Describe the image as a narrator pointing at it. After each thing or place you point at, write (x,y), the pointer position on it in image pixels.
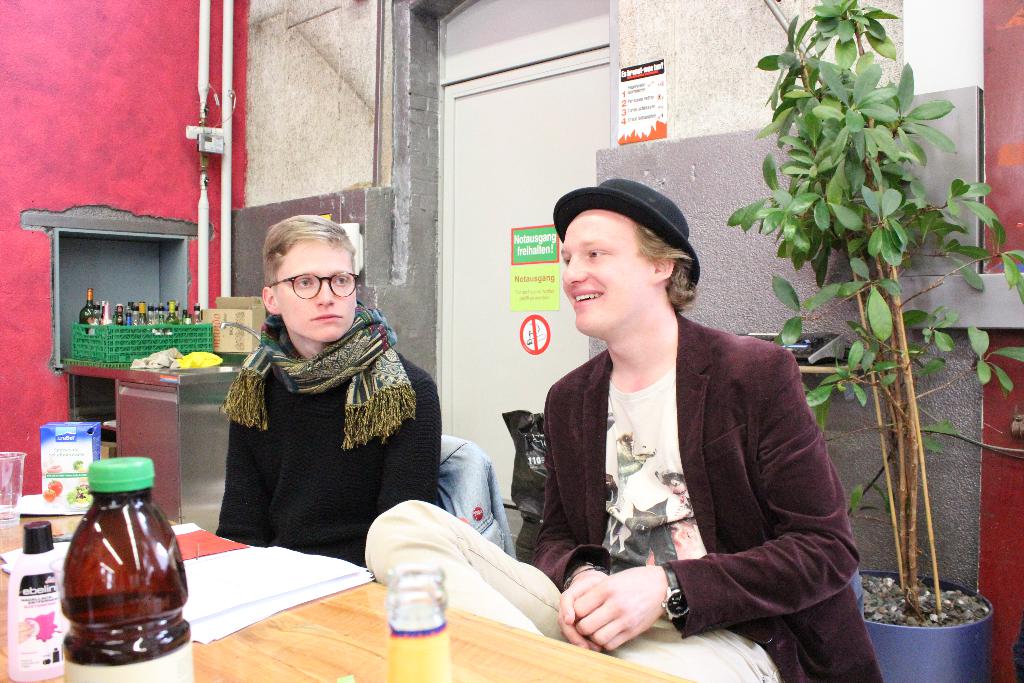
There are two men (629,567) sitting on the chair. I think this is a kind of jacket (476,499). This is a table (329,646). These are the bottles (96,581), tumbler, papers (237,606) and some objects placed on the table (507,663). at background (901,336) I can see a house plant (918,398) which is planted on the flower pot (931,646). This is a door (494,264) with some sign sticker (532,324) attached to it. I think these are the pipe lines (207,241). This is a green basket (140,330) with some bottles (126,317) inside it. This wall (94,134) is painted red in color.
